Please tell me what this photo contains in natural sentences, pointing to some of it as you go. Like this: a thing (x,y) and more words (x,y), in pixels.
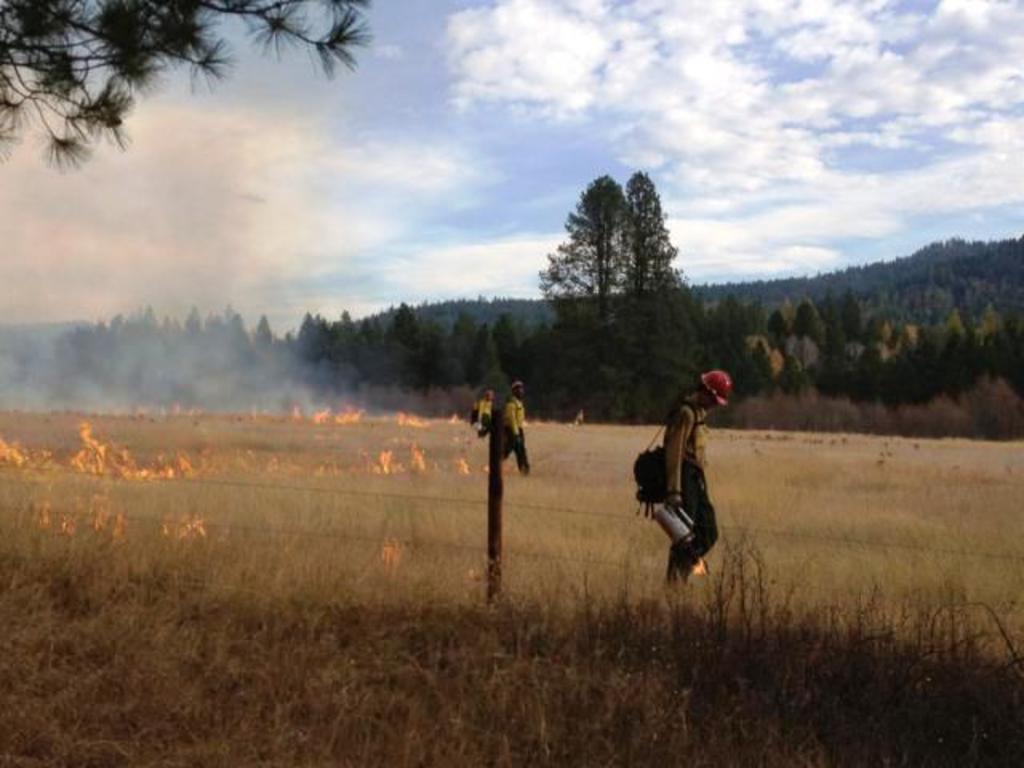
In this image, we can see people (515,446) wearing bags (652,481), helmets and holding some objects (669,526). In the background (408,316), there are trees (911,284) and hills (908,295) and at the bottom (261,537), there is fire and there is grass (281,562) and we can see a fence (494,502). At the top (525,59), there are clouds (525,59) in the sky (527,130).
